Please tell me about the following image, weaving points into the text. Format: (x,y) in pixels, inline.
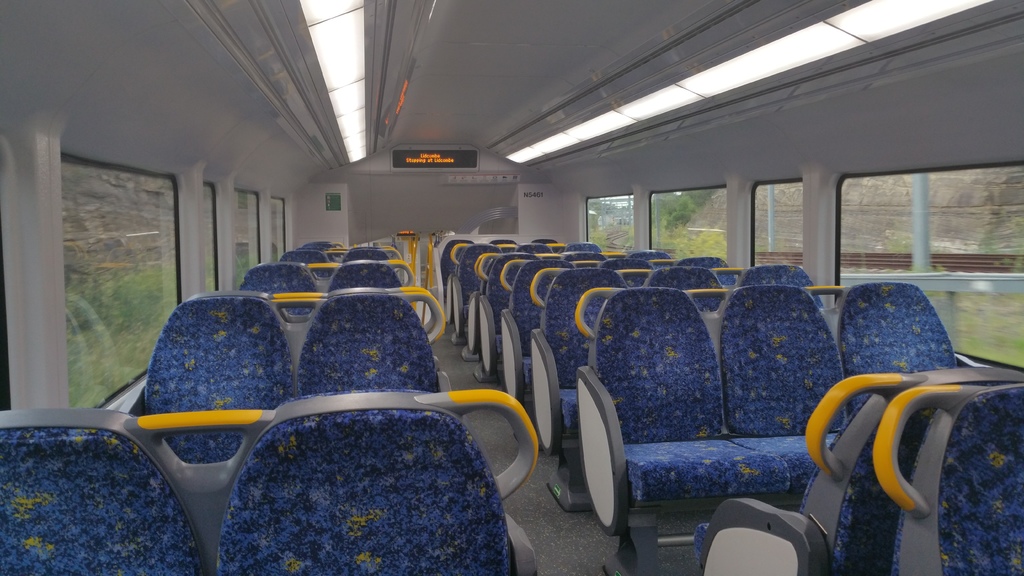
The image is taken inside a train (375,260). In this picture we can see seats (395,338), windows (1003,207), led screen (441,159), light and other objects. On the left (146,289) there is greenery (99,344). On the right (841,237) we can see trees (674,218), and rock (847,233).
